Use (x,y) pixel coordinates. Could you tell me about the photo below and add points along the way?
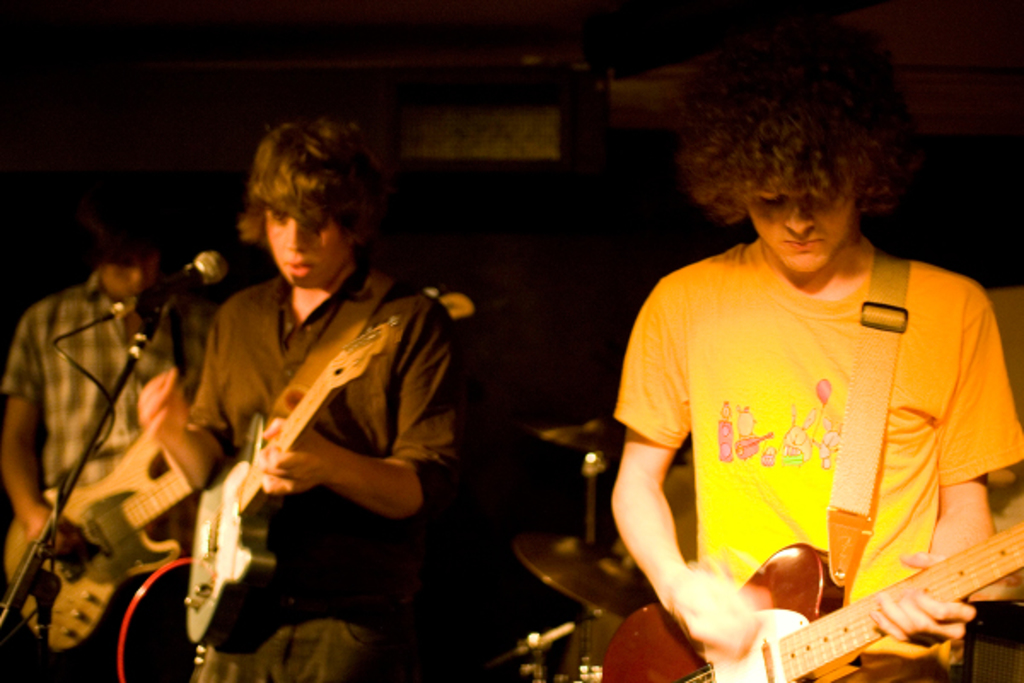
In this image I can see three people (341,398) and these people (261,464) are playing the guitar (759,650).
